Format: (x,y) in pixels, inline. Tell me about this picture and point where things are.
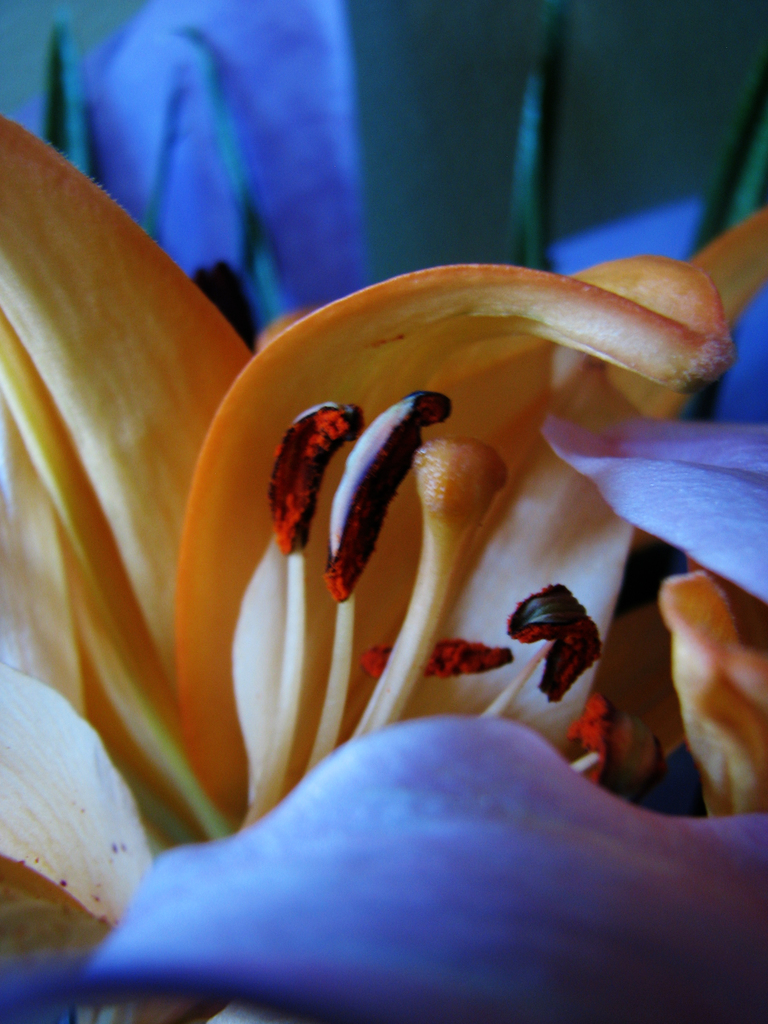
In this image we can see a flower (236,473). In the background (239,138) the image is not clear but we can see objects (249,211).
